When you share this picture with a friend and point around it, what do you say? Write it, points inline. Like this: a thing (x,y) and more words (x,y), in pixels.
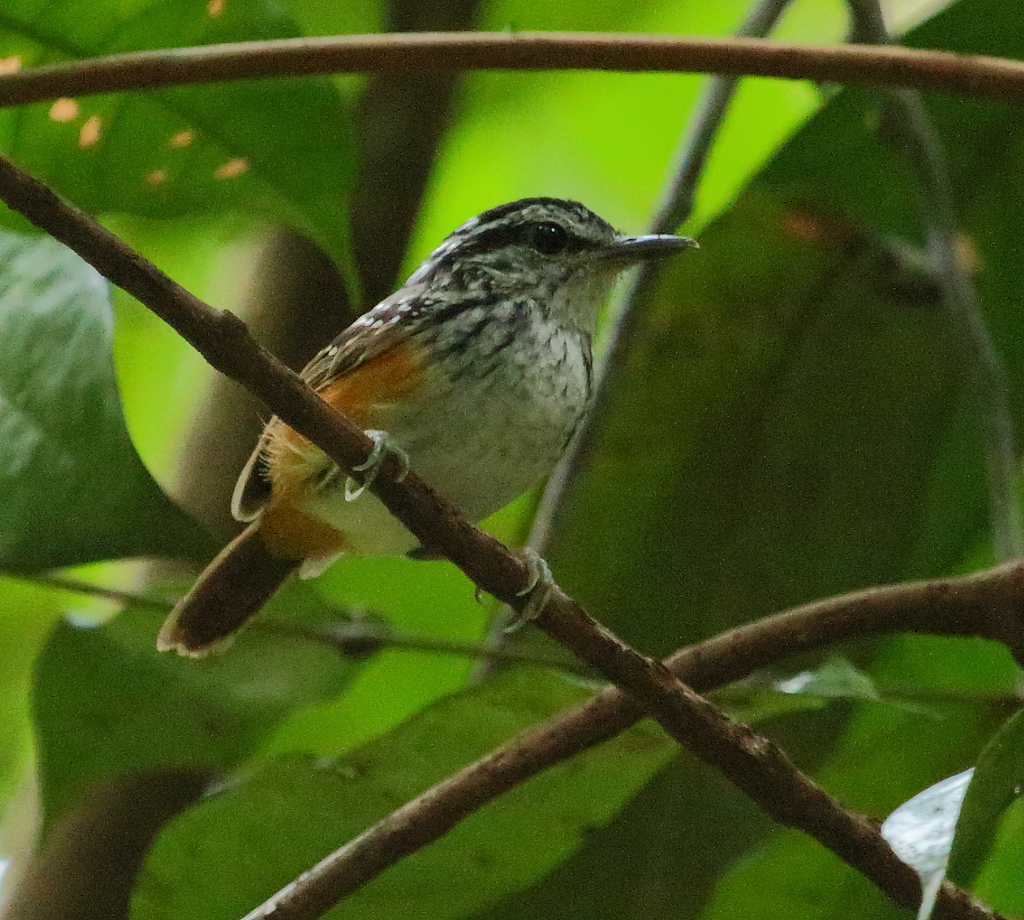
In the center of the picture (426,376) there is a sparrow (400,403) on the stem (204,344). In the background (143,871) there are branches (483,762) and leaves (90,492) of a tree (550,149).
